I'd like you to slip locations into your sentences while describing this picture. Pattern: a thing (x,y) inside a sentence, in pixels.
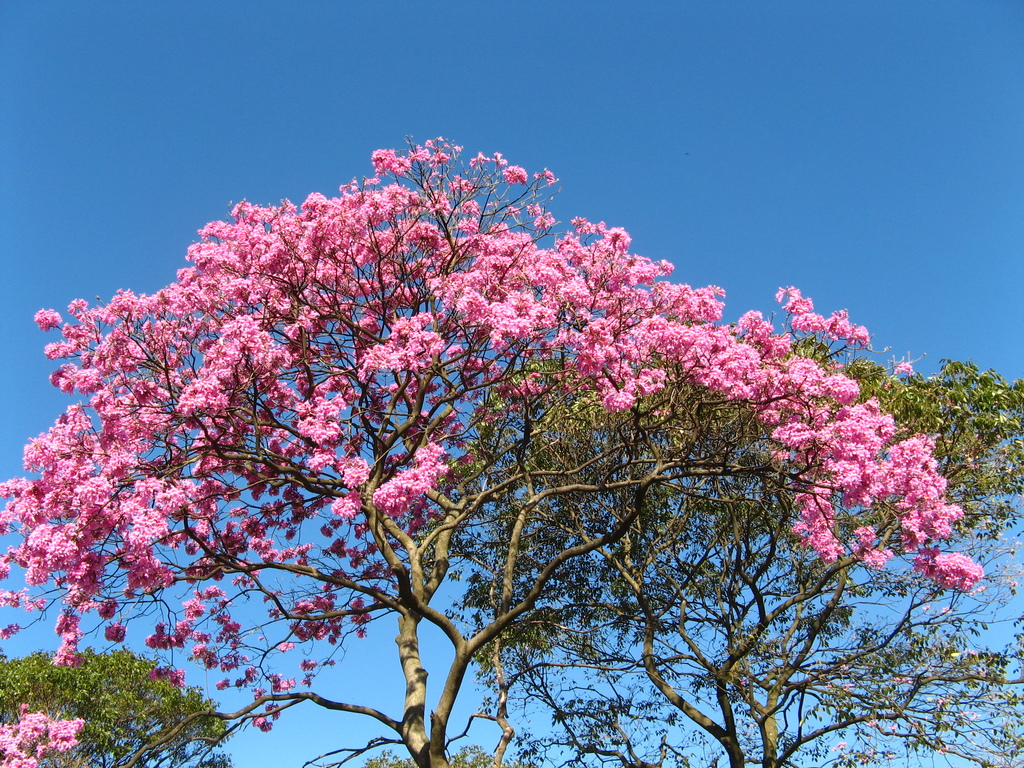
In this picture we can see trees (613,616) and flowers (901,461), there is the sky (472,68) in the background (472,68).
